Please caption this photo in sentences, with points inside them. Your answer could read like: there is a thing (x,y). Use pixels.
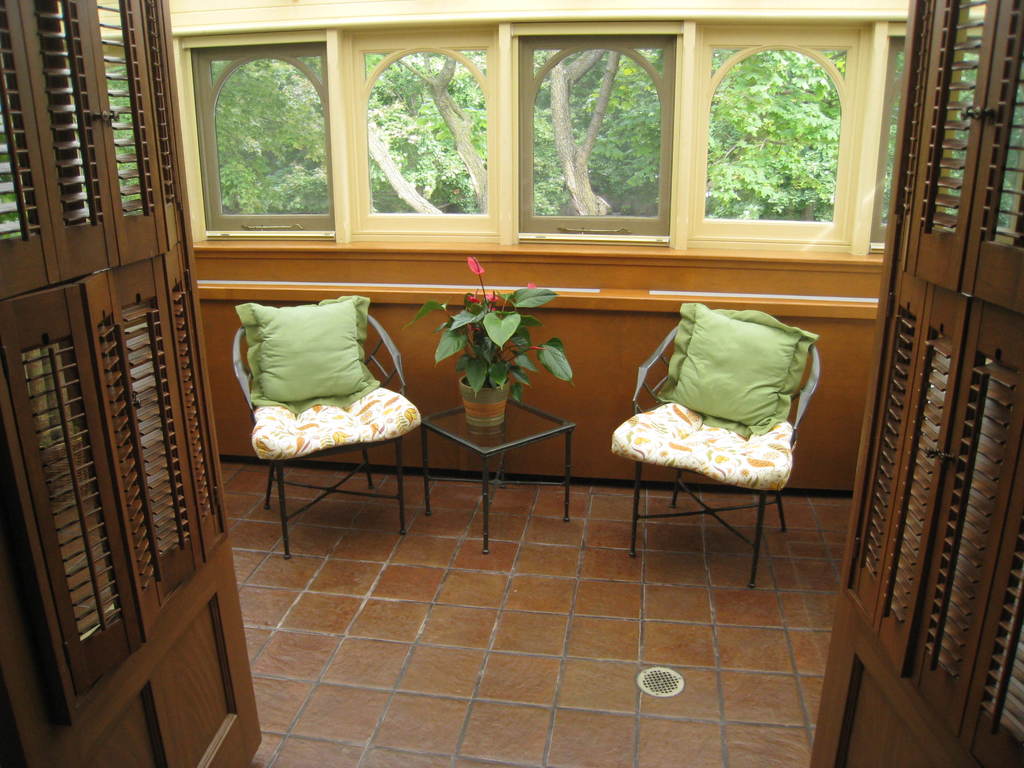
In this picture we can see a room (652,331) with two chairs (308,345) and pillows (329,362) on it and between that there is table (469,438) and on table (527,410) we can see flower pot (485,390) with plant (496,341) and in background (374,228) we can see windows (523,86) and from windows (758,126) we can see tree (562,148) and in front (769,630) there is floor (793,672), door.
